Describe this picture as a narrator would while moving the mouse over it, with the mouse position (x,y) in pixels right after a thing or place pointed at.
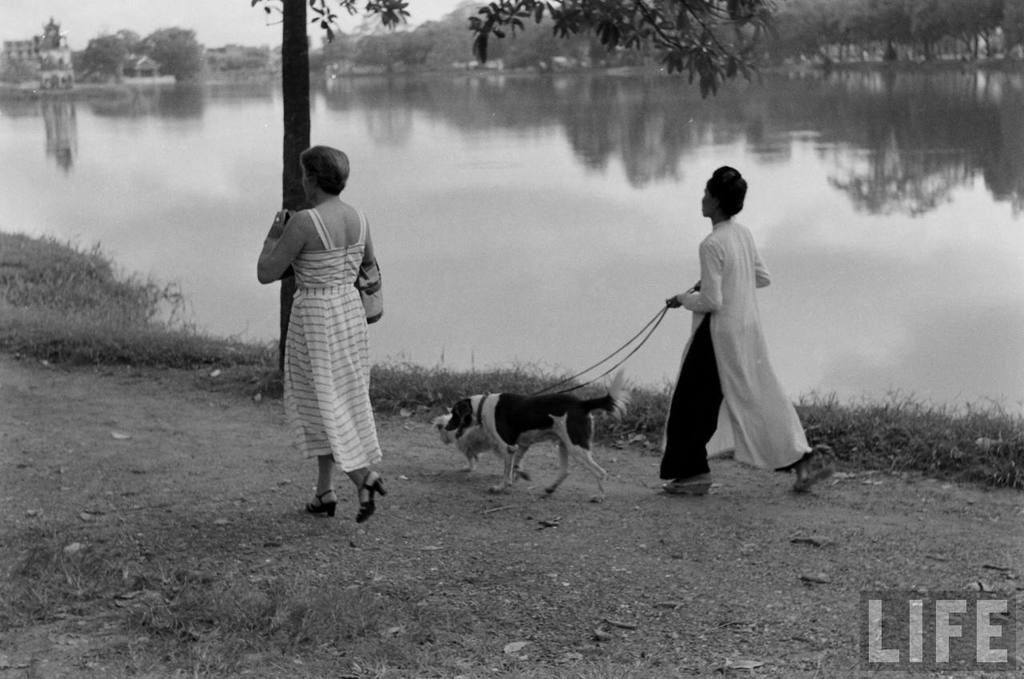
In this image I see 2 women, in which one of them is holding the ropes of the dogs (471,437). I can also see there is a tree (285,78) over here. In the background (663,148) I see the water (590,80) and lot of trees (220,54).
